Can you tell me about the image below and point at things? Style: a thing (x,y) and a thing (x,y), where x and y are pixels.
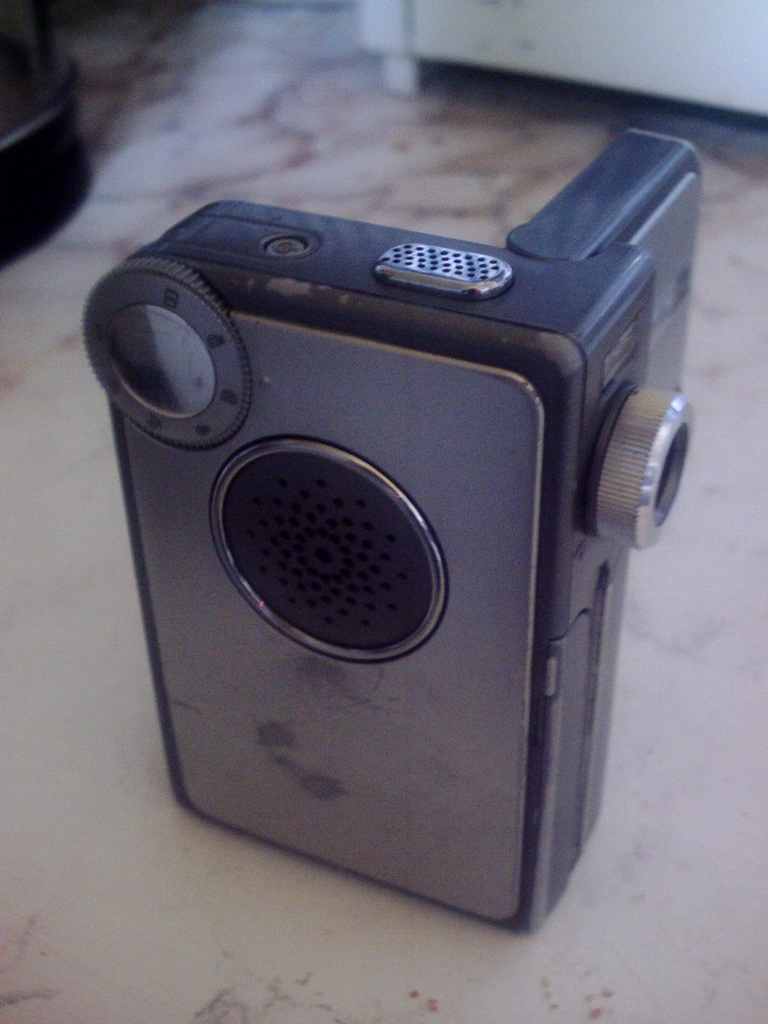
In this picture there is a camera (305,352) in the center of the image (493,489).
